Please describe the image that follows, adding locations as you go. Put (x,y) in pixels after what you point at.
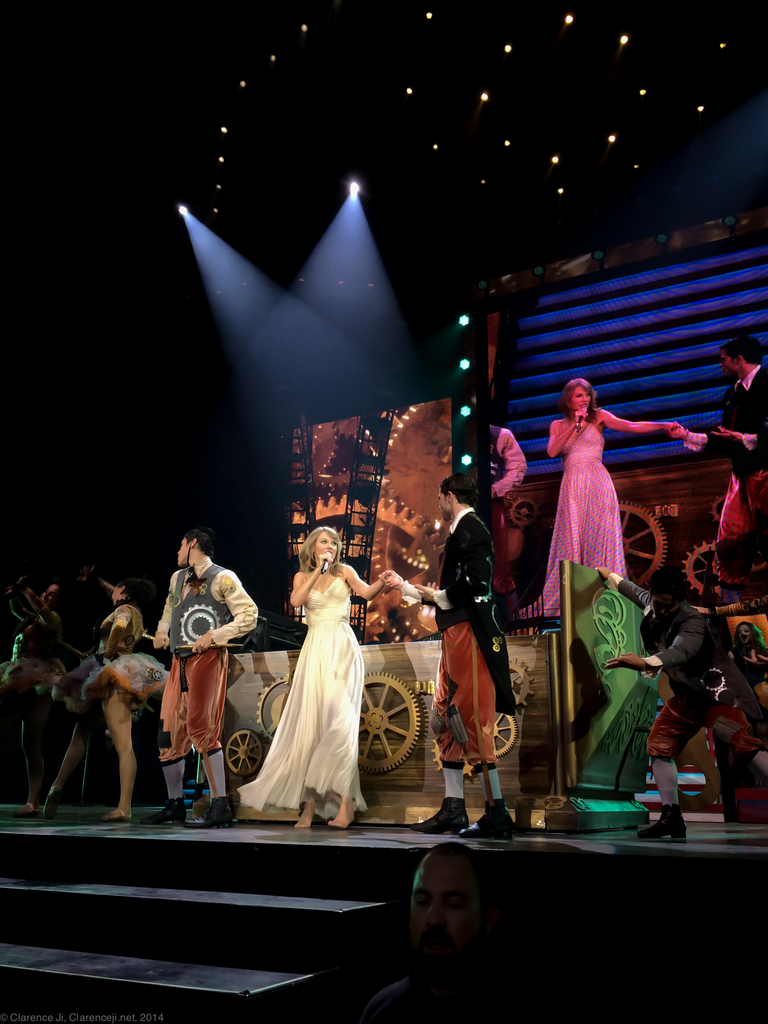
In this image there are some persons (310,698) standing on the stage (554,832) and the person (347,648) standing in middle (345,649) is wearing white color dress (352,669) and holding a Mic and right side to him there is one person (453,648) standing is wearing black color dress (474,584) and there are some lights (242,281) arranged at top of this image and middle of this image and There is a screen (640,466) at top right side of this image (626,329) and there are some stairs (165,903) at bottom left side of this image (138,962) and there is one person (451,906) standing at bottom of this image (458,940).
